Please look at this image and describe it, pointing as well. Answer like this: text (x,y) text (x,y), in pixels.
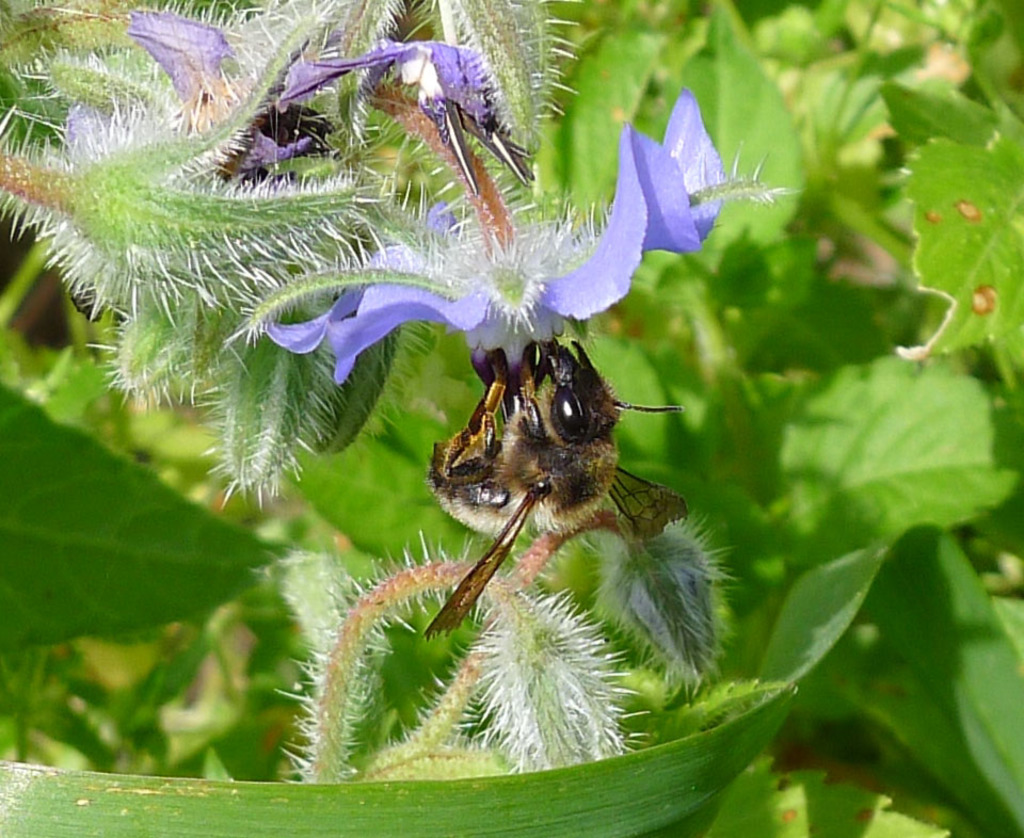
In the picture I can see an insect (524,499) on an object (482,312) and there are few leaves (741,249) in the background (431,520).
